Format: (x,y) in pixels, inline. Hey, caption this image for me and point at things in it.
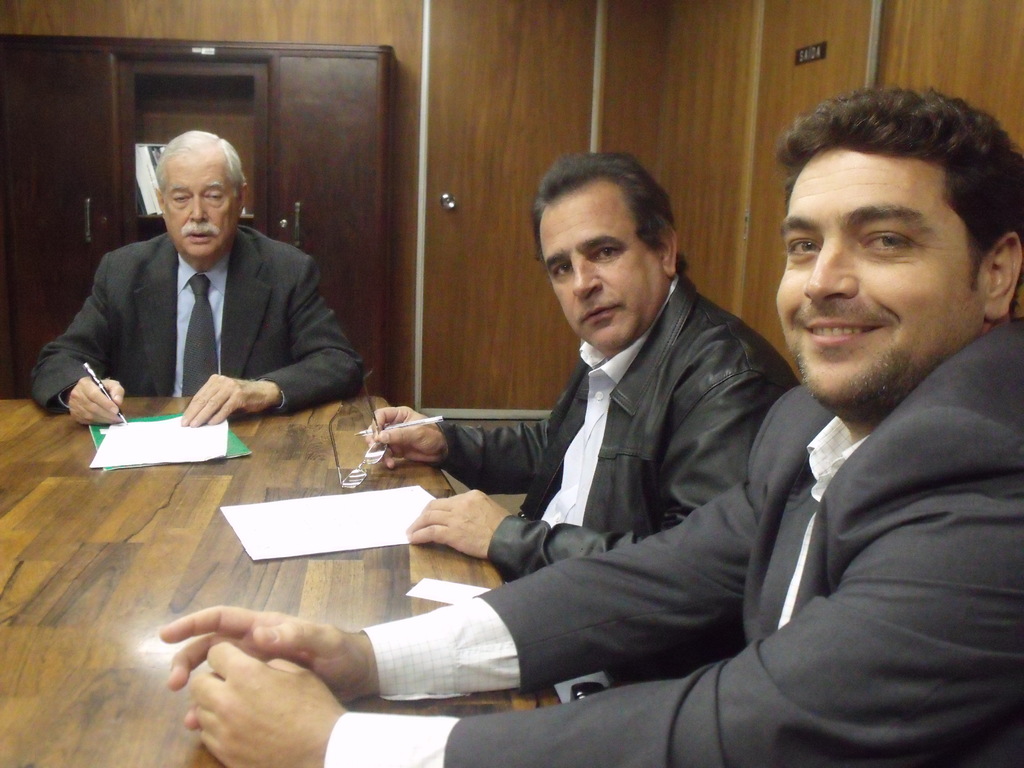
In this image, there are a few people (669,330). We can see a table (213,505) with some objects (300,541) like papers (300,541). We can also see the wooden wall (1002,19) with a door (428,393). We can see the wardrobe (343,291) with some white colored objects (160,157).
